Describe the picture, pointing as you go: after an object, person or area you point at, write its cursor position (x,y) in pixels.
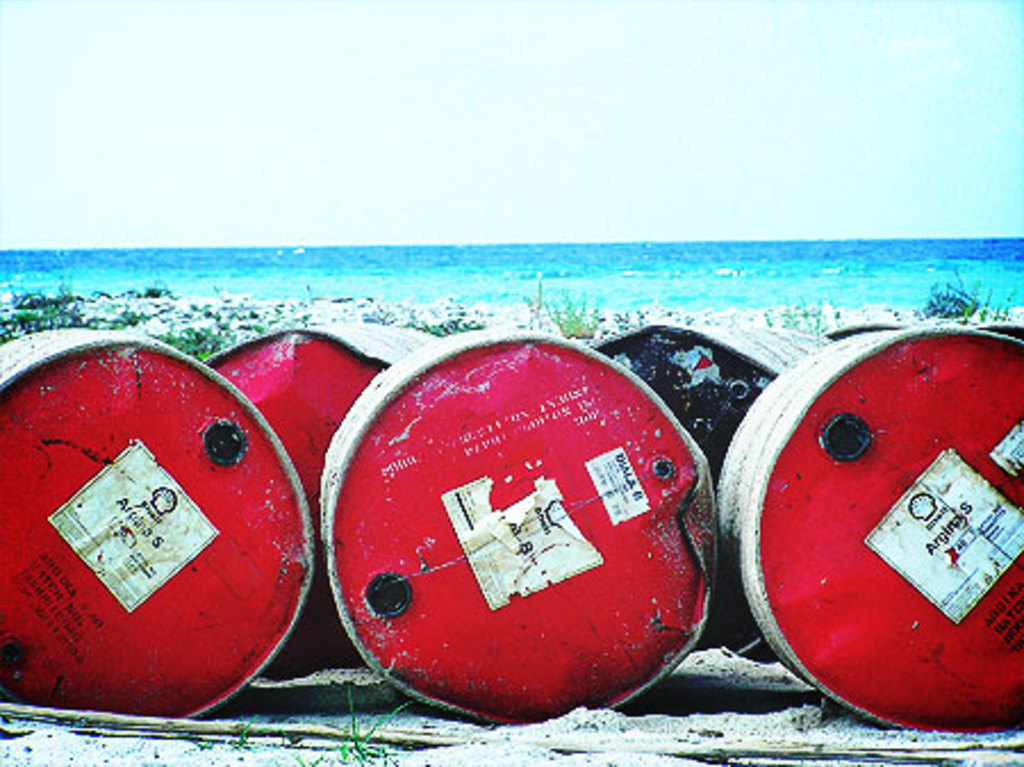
In this picture we can see some barrels (444,528) here, in the background (491,290) there is water (366,256), we can see some grass (206,334) here, there is the sky (504,63) at the top of the picture (468,64).
